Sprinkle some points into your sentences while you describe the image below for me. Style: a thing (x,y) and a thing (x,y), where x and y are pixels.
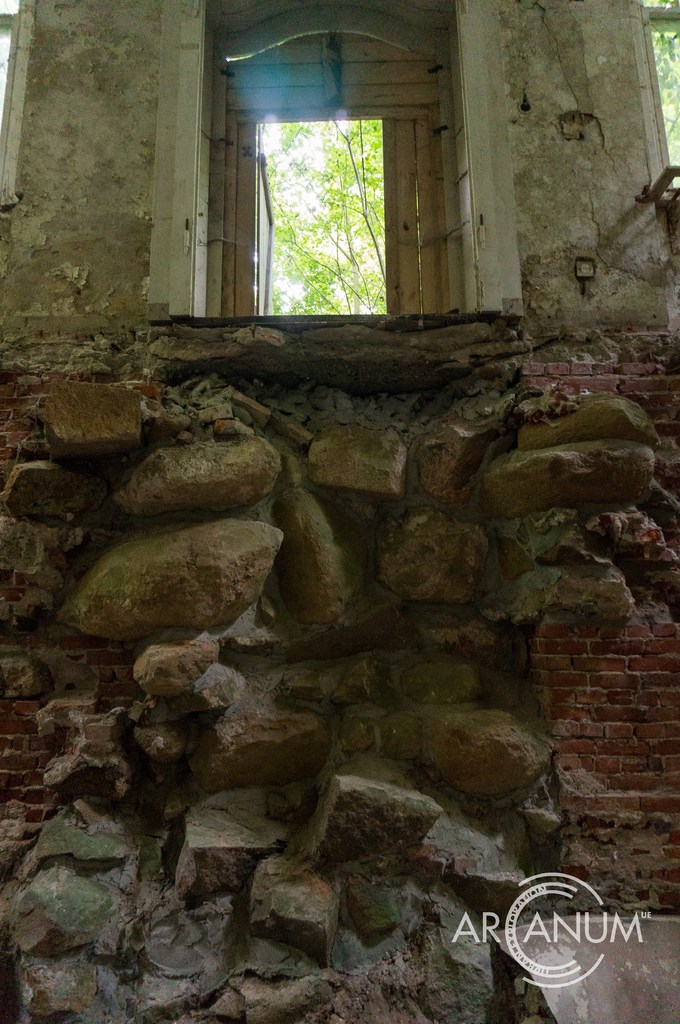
This image is taken in indoors. In the bottom of the image (280,878) there is a wall (302,691) with stones (343,591) and bricks (603,718). At the top of the image (273,53) there is an arch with door (245,190) and back of it there are many trees (315,211).
